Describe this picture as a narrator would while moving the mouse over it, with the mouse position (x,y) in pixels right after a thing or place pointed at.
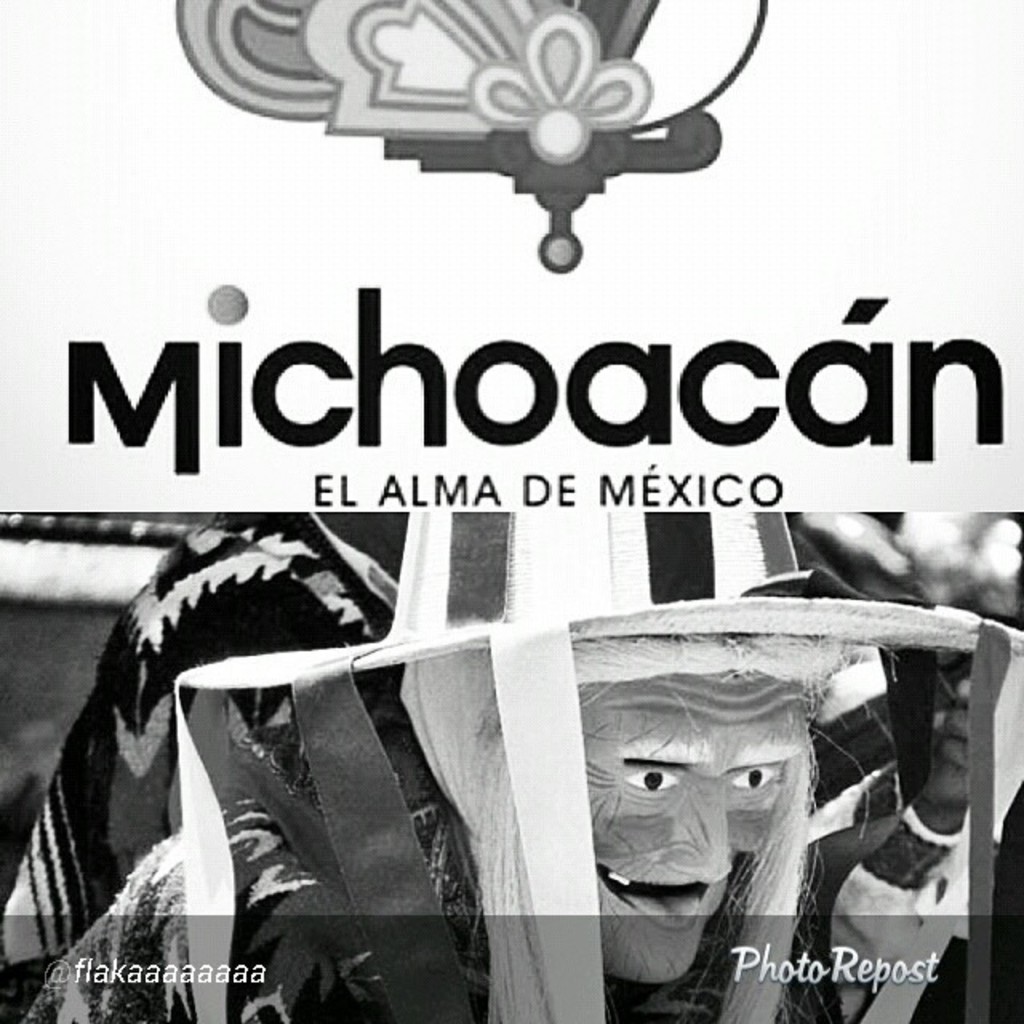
This is a poster (438,986) and in this poster (172,770) we can see a person (831,919) wore a mask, cap (865,608) and some text (964,361).
